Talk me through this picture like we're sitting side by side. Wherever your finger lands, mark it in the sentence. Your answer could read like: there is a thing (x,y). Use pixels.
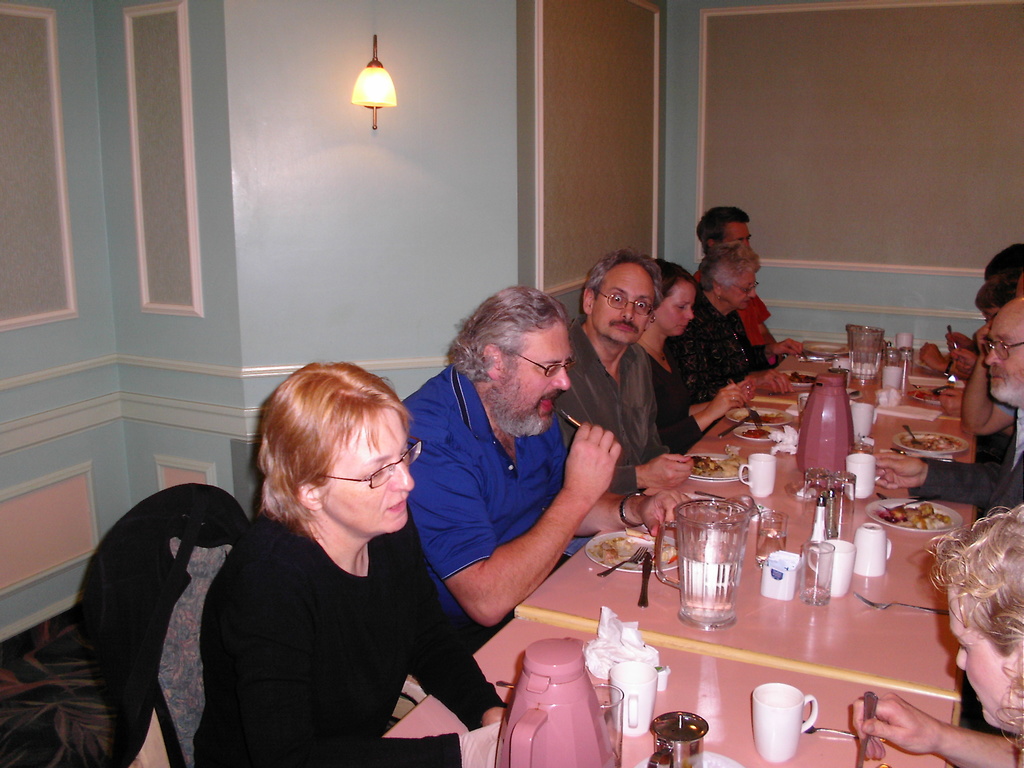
In this picture we can see some people (341,597) sitting on chairs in front of tables (802,662), we can see plates (901,438), glasses (853,484), cups (756,460), kettles (809,456), jars (734,499), spoons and forks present on these tables (758,662), in the background (377,228) there is a wall (391,210), we can see a lamp (386,100) here.
